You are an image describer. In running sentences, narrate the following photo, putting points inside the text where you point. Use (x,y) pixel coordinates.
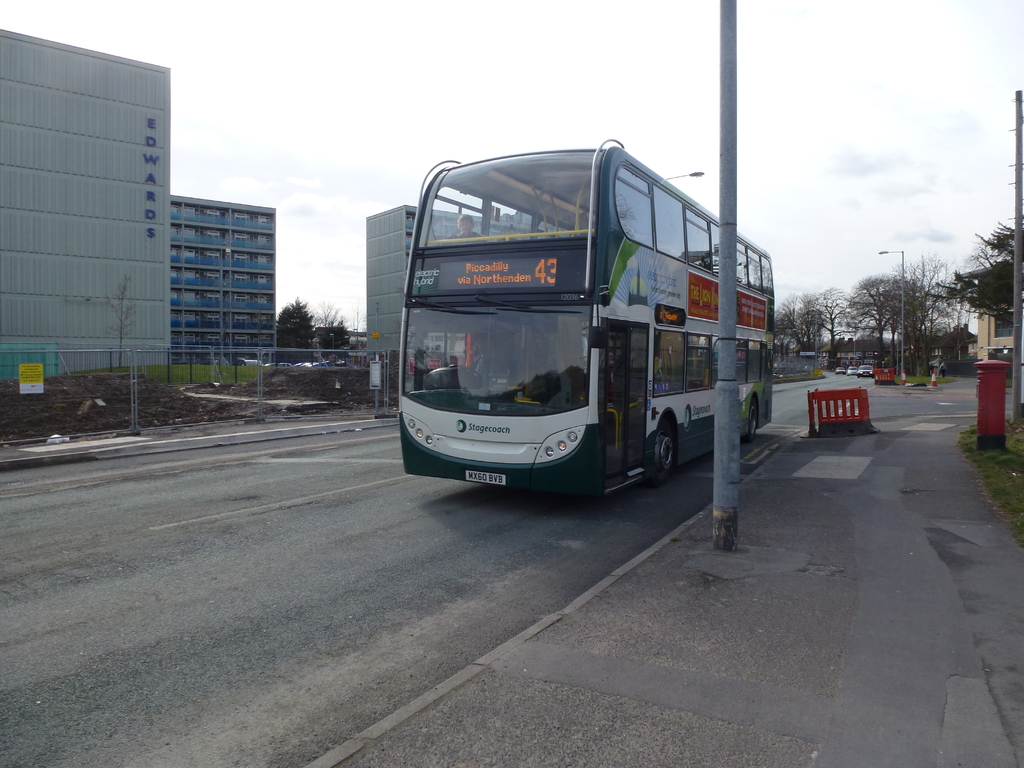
In this image, we can see few people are riding a bus (533,487) on the road (293,653). Here there is a walkway (817,582), pole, post box (988,404), red color barricade (846,406). Background (998,313) we can see buildings (981,321), vehicles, trees (925,313), poles (386,393), boards (39,367), streetlights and sky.
